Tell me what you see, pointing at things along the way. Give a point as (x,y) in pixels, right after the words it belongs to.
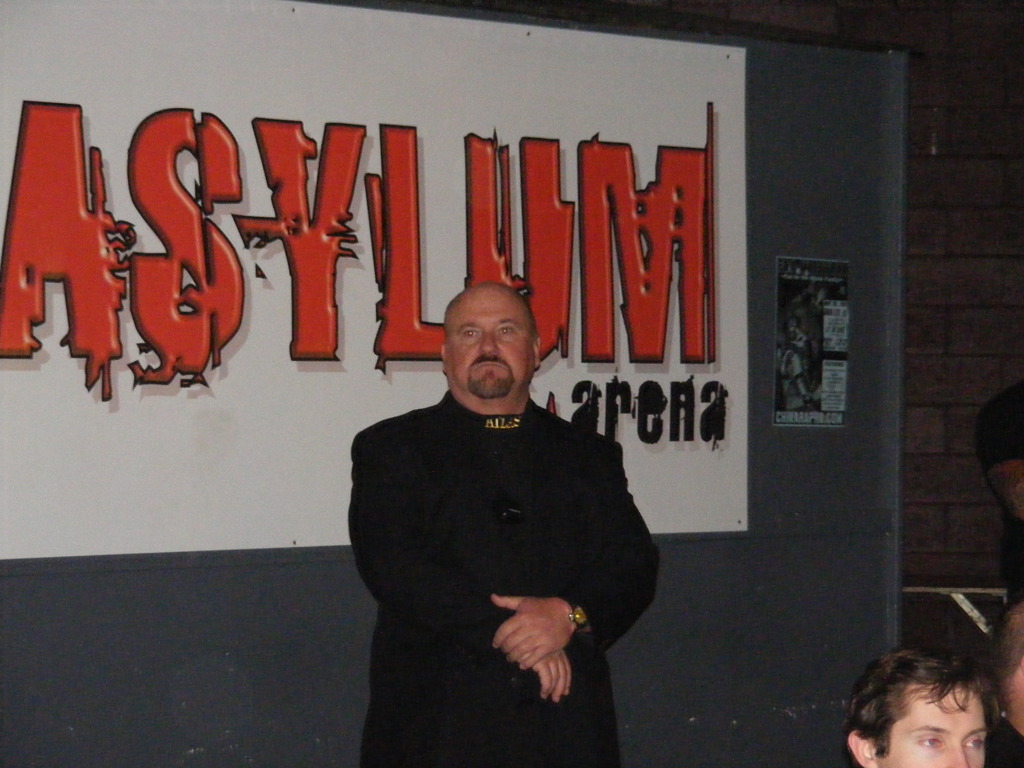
In the middle of the picture (414,437), we see the man (428,527) in the black coat (436,569) is standing and beside him, we see a grey color wall (748,325) and a white board (358,392) with some text (506,225) written in red color. At the bottom of the picture (957,656), we see the face (934,710) of the man (957,709) and behind him, we see a wall (940,363). This picture might be clicked in the dark.
